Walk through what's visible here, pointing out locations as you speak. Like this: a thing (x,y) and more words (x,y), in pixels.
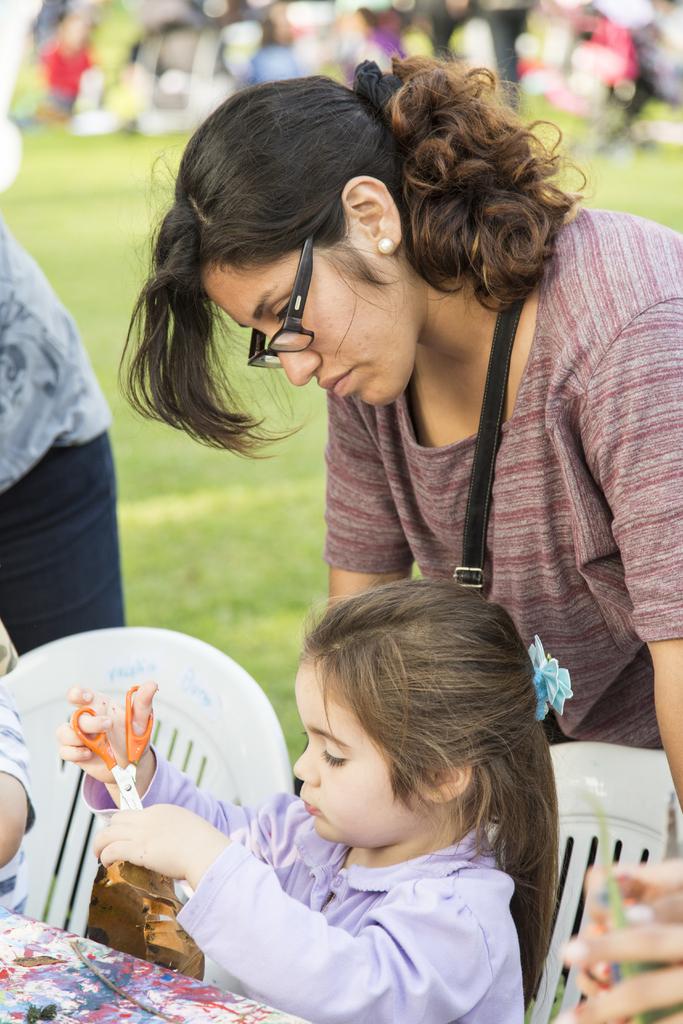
In this picture we can see there are two kids (176,851) sitting on chairs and a girl (339,900) is holding scissors (135,802) and doing some work and in front of the kids (103,777) it is looking like a table (112,989). Behind the kids (25,777) there are two people (30,462) standing on the grass path (173,563) and some blurred things (625,90).
